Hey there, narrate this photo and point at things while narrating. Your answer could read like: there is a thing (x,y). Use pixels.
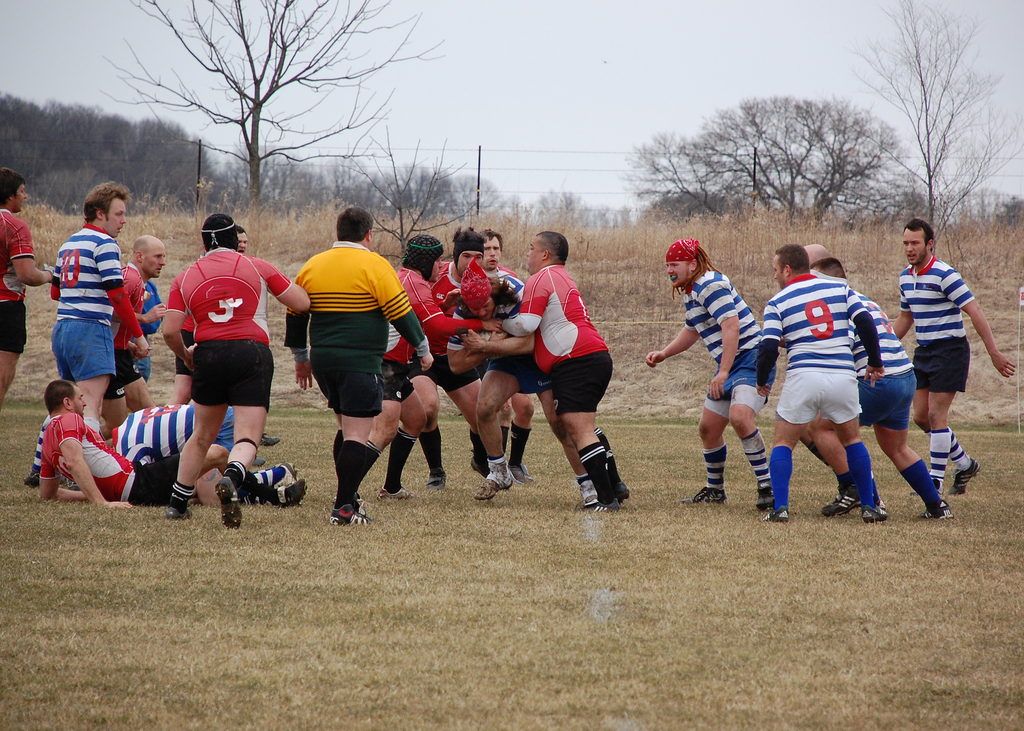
In this image we can see few people (409,345) on the ground (604,520) and in the background (813,180) there are few trees (813,180), pole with wires (486,168) and the sky (588,47).
